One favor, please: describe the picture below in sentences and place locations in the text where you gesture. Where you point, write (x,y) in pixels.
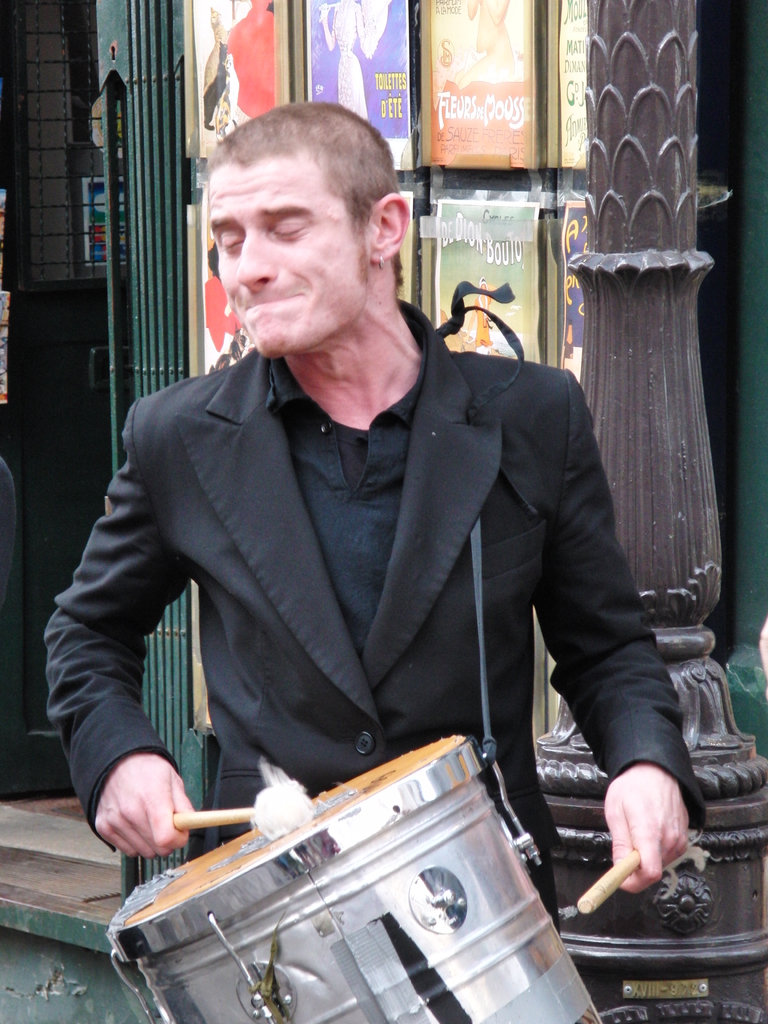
A man (315,537) is playing drum (341,855), these are posters (501,151).
